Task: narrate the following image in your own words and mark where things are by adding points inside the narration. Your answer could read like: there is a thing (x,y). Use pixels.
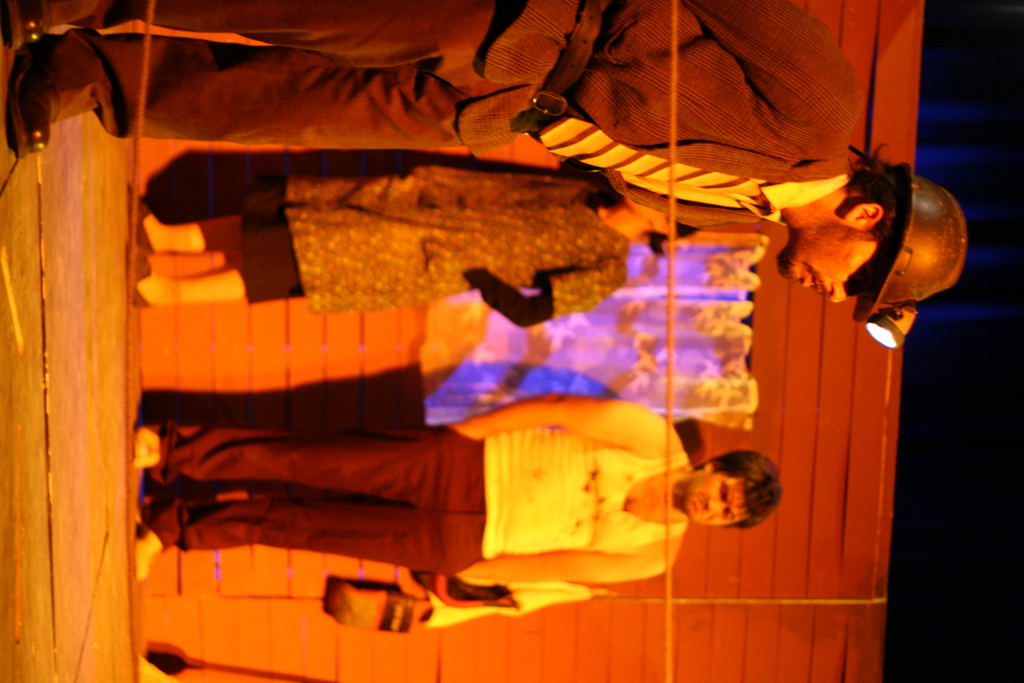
This image is rotated sideways. Here I can see three people (536,223) are standing. In the background (837,381), I can see a wall (784,465) and there is a curtain (559,355) is hanging to it.
